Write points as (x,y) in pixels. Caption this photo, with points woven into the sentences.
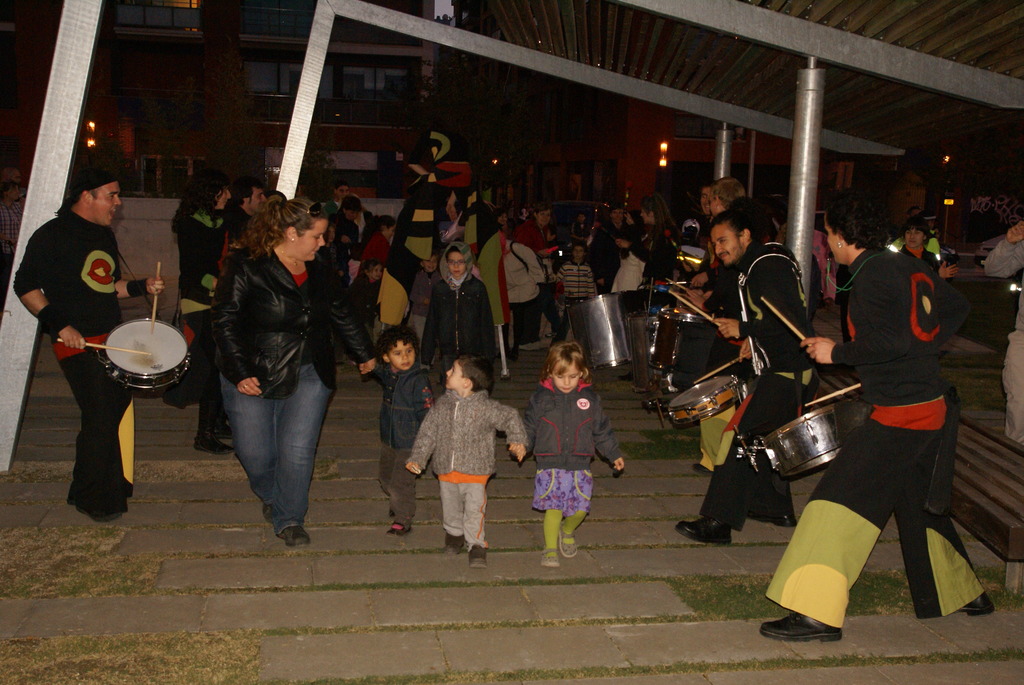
In this image there are so many people (636,247). On the right side (686,343) there are people (798,381) who are playing drums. In the middle (538,286) people (525,436) are walking. On the left side (147,291) there is a person (111,289) who is playing drums (172,326). There are lights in the middle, right side and left side (87,147).
